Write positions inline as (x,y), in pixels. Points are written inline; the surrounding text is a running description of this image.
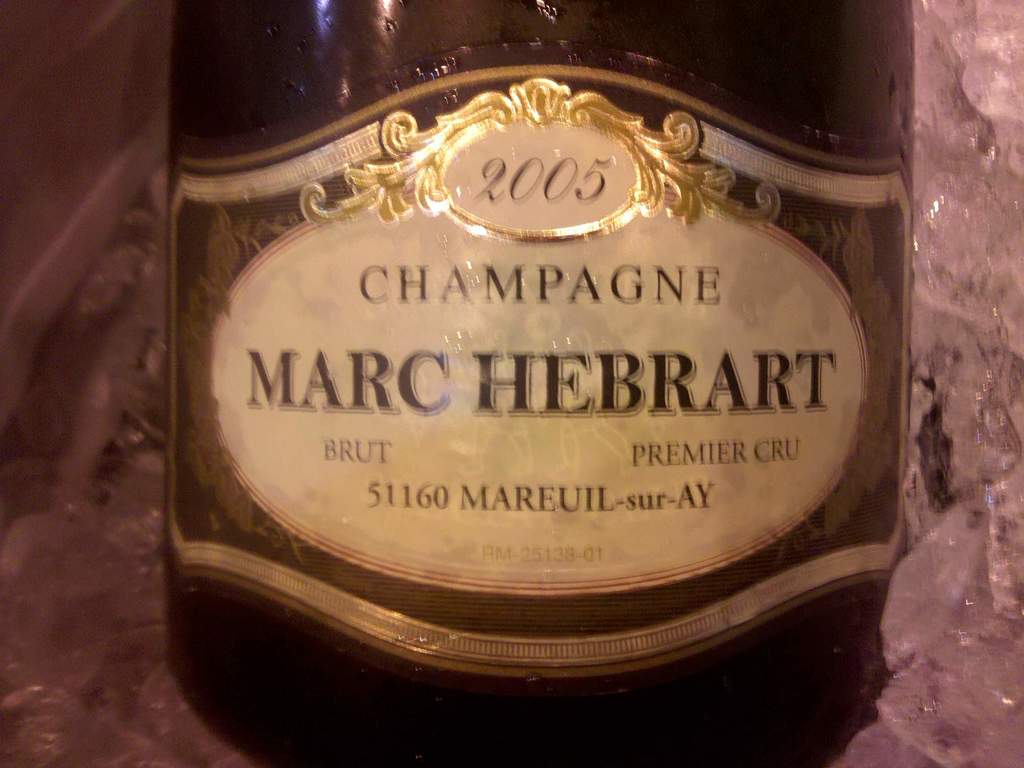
In this image there is a bottle (304,434) having some text (604,381) on it. The bottle (648,383) is kept in the tray (6,177) having some ice (907,600) in it.
